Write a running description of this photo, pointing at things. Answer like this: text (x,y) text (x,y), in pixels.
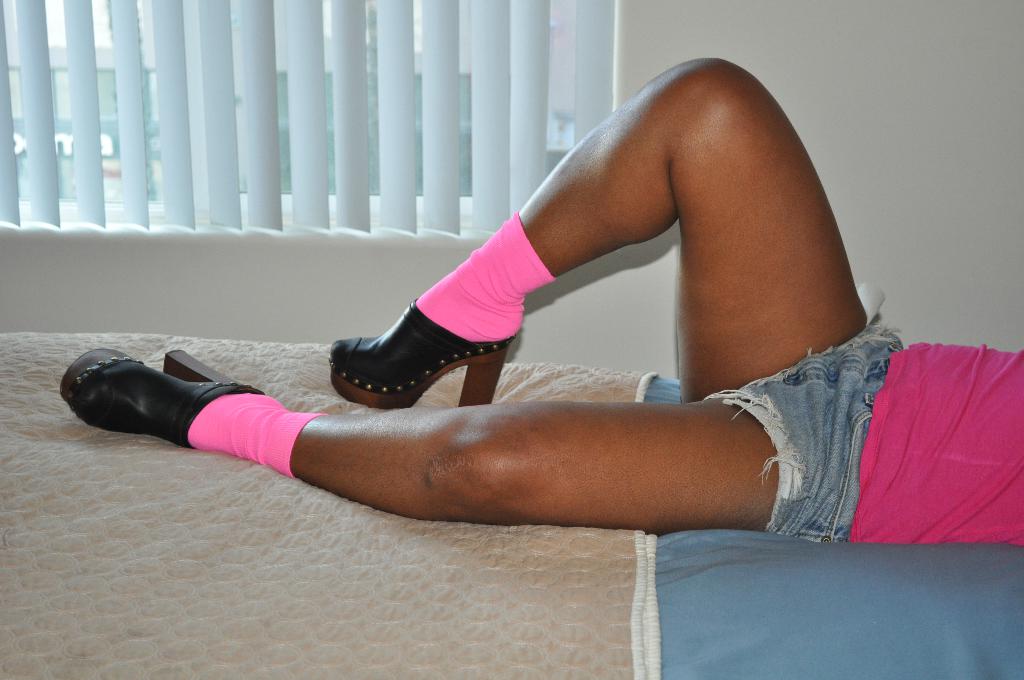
There is a woman (676,156) in the center of the image (502,421), who is lying on a bed (47,435), she is wearing pink color socks (442,305) and black color shoes (406,341) and there is a window blind (315,140) in the background area (344,140).
